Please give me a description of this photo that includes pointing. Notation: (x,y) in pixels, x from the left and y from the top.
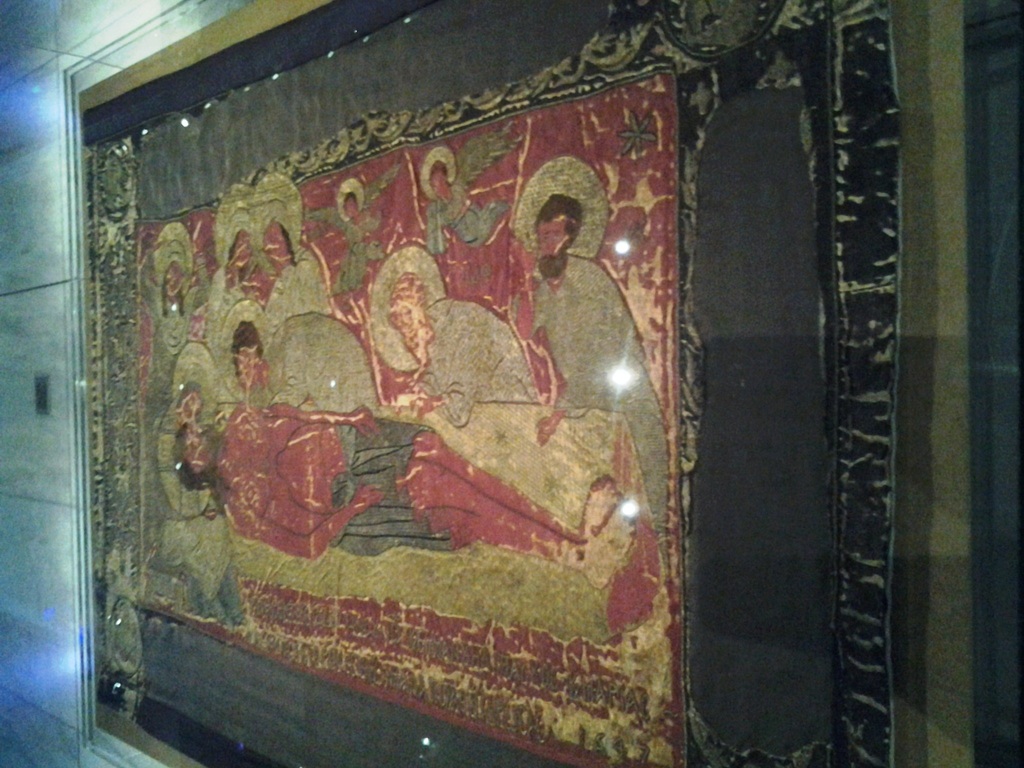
In this picture I can observe a painting (482,436). There are some people (210,448) in the painting (235,371). The painting (353,319) is in red color. In the background (54,237) I can observe wall (39,63).
